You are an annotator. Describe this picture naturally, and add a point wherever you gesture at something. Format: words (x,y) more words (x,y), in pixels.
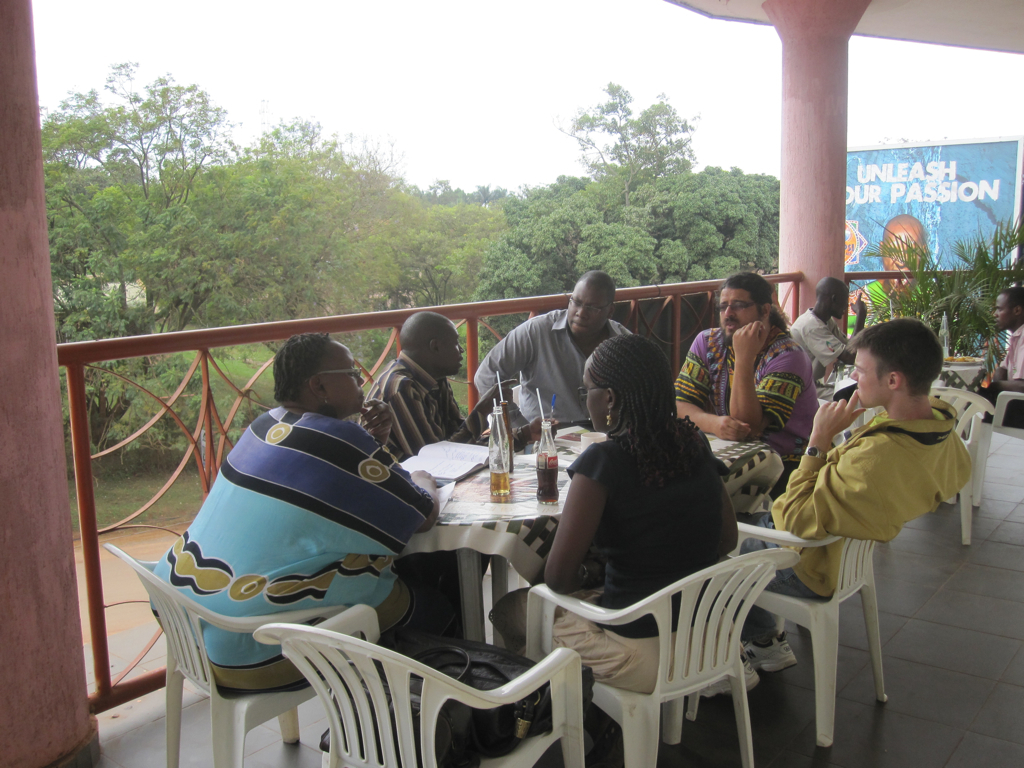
In this image, we can see people (596,337) sitting on the chairs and there are drinks (489,427), papers (441,465) and some other objects (564,437) on the tables (533,464). In the background (362,183), there are trees (301,180), railings (331,326), plants (916,292), pillars (48,313) and there is a banner (926,192) with some text (911,190) and a picture (918,233) of a person (897,240). At the bottom (908,729), there is a floor (908,729) and at the top (337,101), there is sky (344,28).
